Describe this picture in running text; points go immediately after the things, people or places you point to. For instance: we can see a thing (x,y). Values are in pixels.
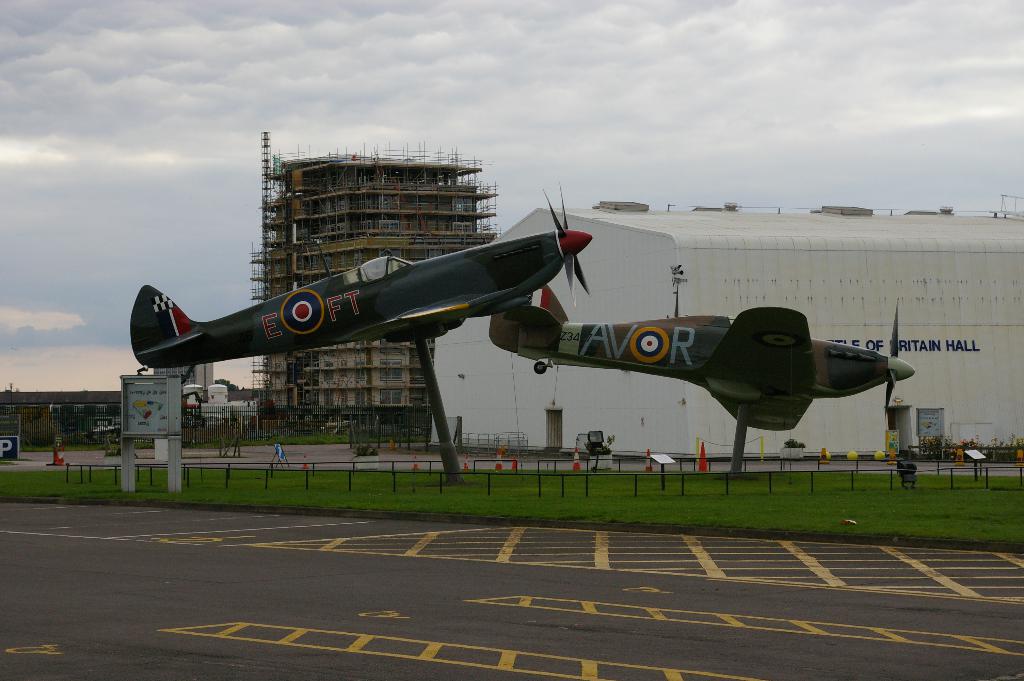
At the bottom of the image (309,562) there is a road (248,569). Behind the road (945,585) on the ground (776,468) there is grass (406,507) and also there is fencing (438,461). In between the fencing (853,472) there are statues of planes (220,356). Behind the grass (119,478) there are traffic cones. In the background (939,259) there is a building (695,264) with walls (695,264), roof (729,234) and text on it. And also there is a construction of building (319,383) and there are few trees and fencing (35,424). At the top of the image (660,63) there is sky (482,64) with clouds (271,78).
